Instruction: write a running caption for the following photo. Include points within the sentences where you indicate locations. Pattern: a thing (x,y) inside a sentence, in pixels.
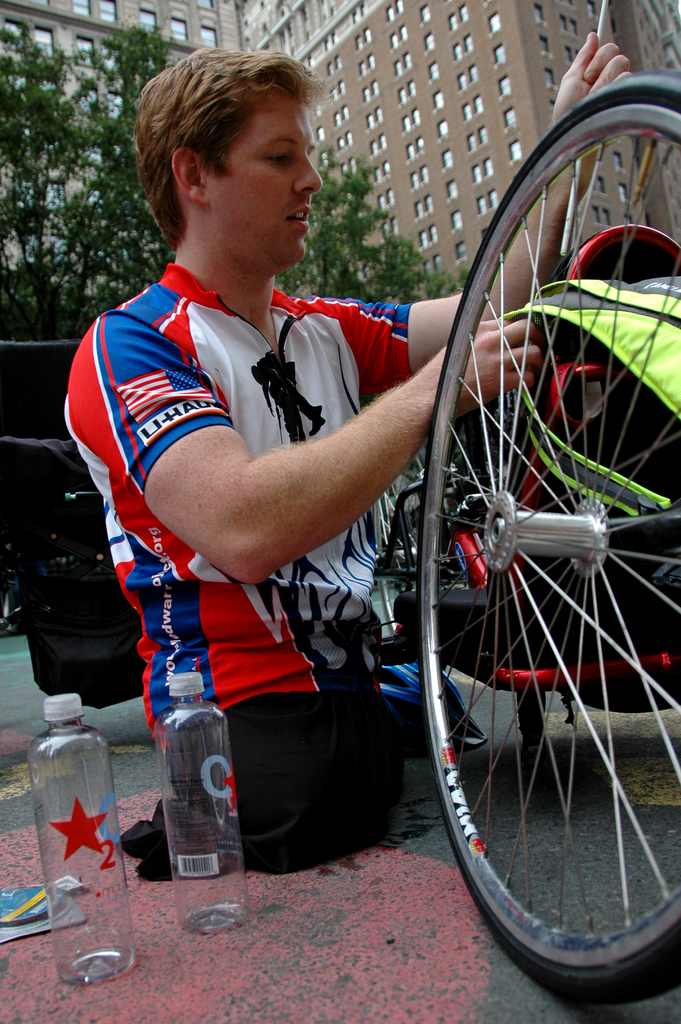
In this image in the front (590,526) there is a tyre (621,552) and in the center (238,473) there is a person (242,443), there are bottles (202,811). In the background (37,170) there are trees (18,120) and buildings (358,23), behind the person (191,541) there is an object (69,540) which is black in colour.
